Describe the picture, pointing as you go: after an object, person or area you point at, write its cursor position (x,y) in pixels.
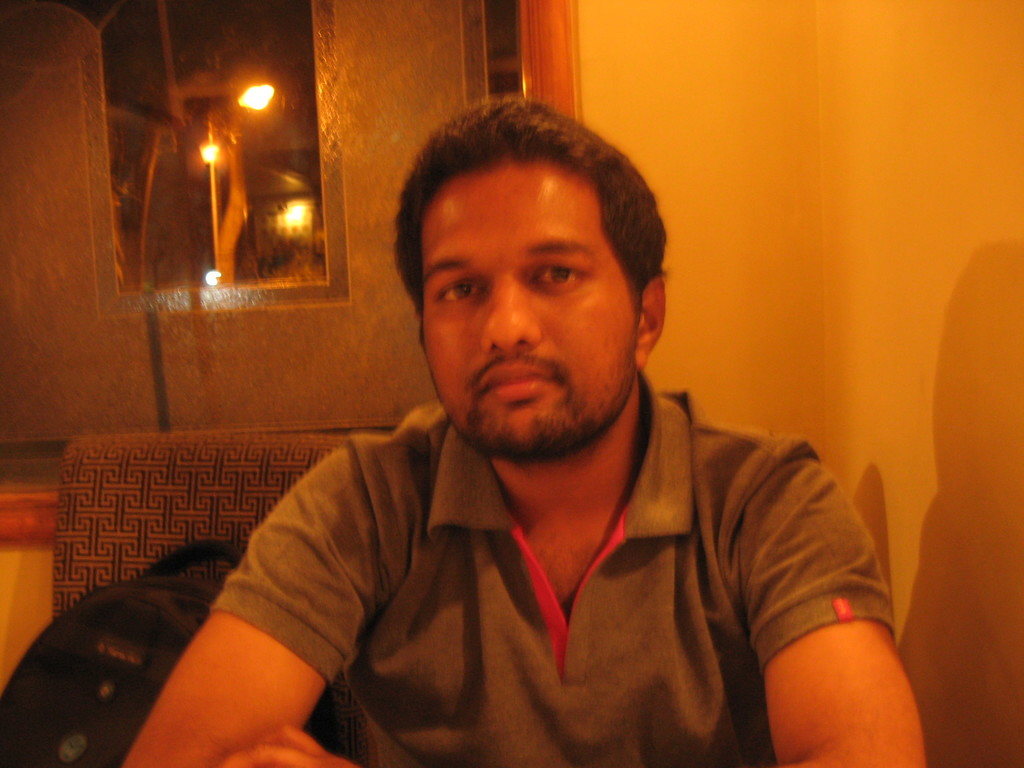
In this picture we can see a man (475,491), he is seated, beside to him we can find a bag (160,601), in the background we can find few lights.
